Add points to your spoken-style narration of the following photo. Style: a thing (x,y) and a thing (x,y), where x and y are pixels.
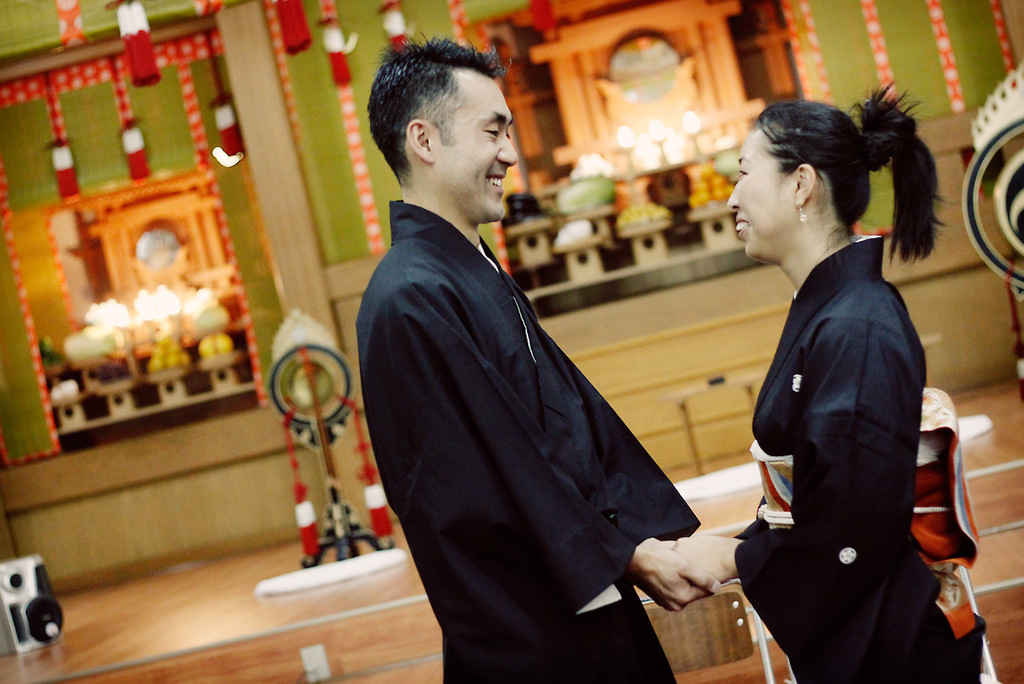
In front of the image there are two people (605,528) holding their hands (675,547) and they are having a smile on their faces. Behind them there are some objects (682,404) on the wooden platform (223,620). In the background of the image (304,270) there are decorative stickers (17,86) and items (120,2) attached to the wall (41,31).
